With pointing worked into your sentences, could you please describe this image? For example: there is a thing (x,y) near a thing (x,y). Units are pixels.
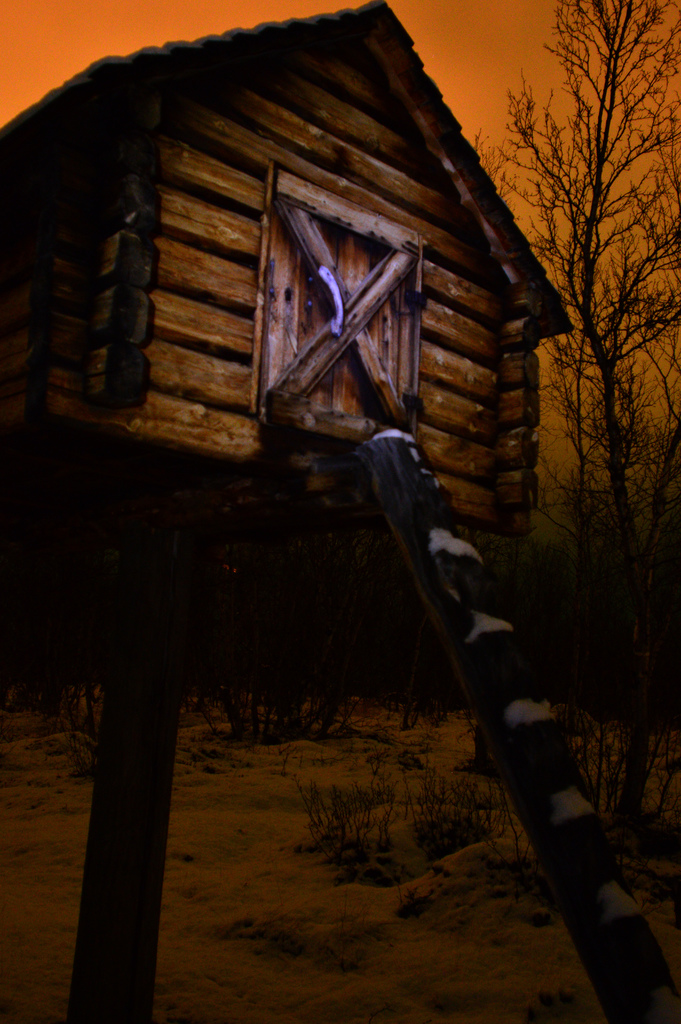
In the image we can see there is a wooden house (329,264) on the poles (142,715) and there is a ladder (464,547). Behind there is a tree (570,287).
